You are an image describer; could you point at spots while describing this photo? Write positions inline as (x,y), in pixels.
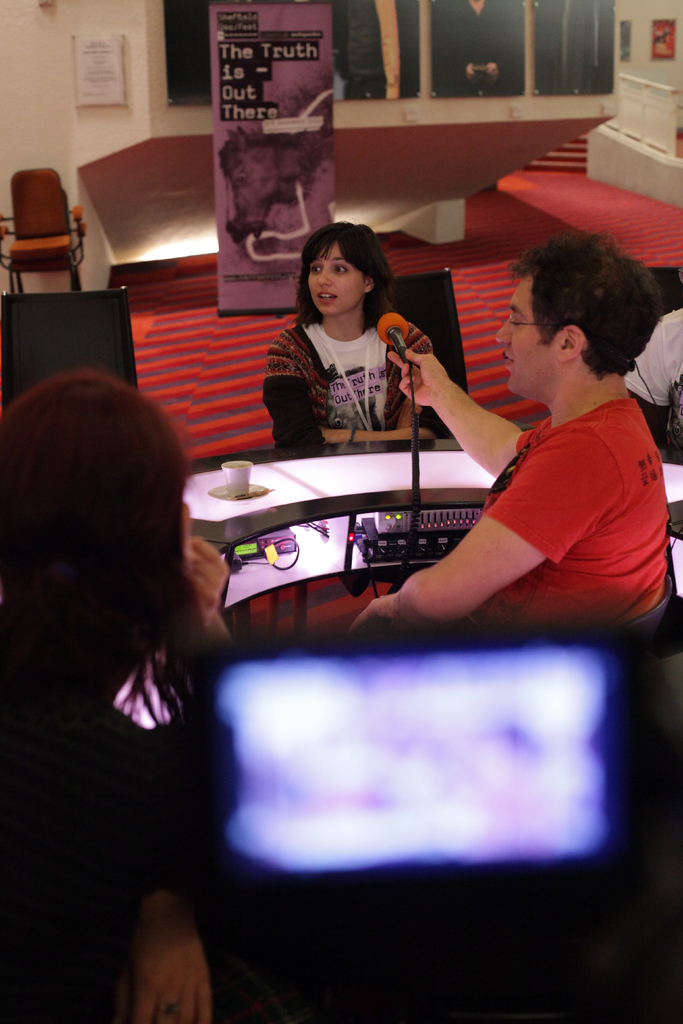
On the right side of an image (465,578) there is a man (550,518) sitting and holding a microphone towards a woman (384,352) she is sitting on the chair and here there is a light (188,252).
